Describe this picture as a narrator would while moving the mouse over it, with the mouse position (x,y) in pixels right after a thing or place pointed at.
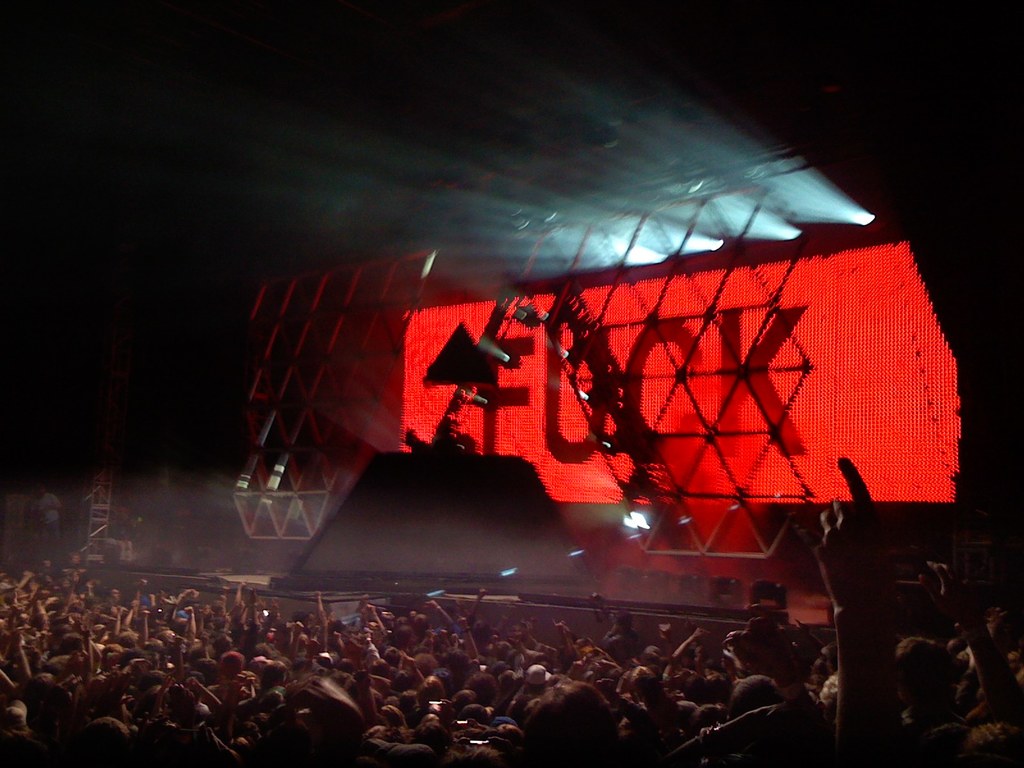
In this image we can see there are people (197,628) watching a music concert.
